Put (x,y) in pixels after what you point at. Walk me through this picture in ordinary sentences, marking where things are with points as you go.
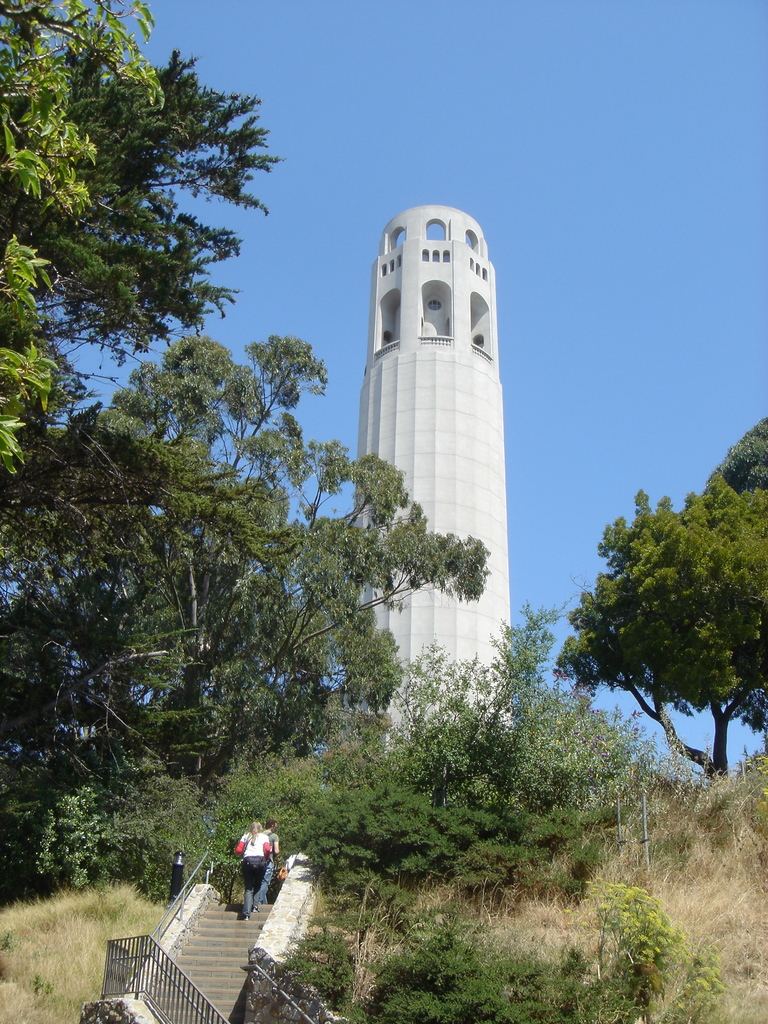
In this image I can see the railing (177,905), few stairs (210,966), few persons (246,899) standing and few trees (109,881) on both sides of the stairs (221,958). In the background (416,233) I can see a white colored tower (495,479) and the sky (553,298).
